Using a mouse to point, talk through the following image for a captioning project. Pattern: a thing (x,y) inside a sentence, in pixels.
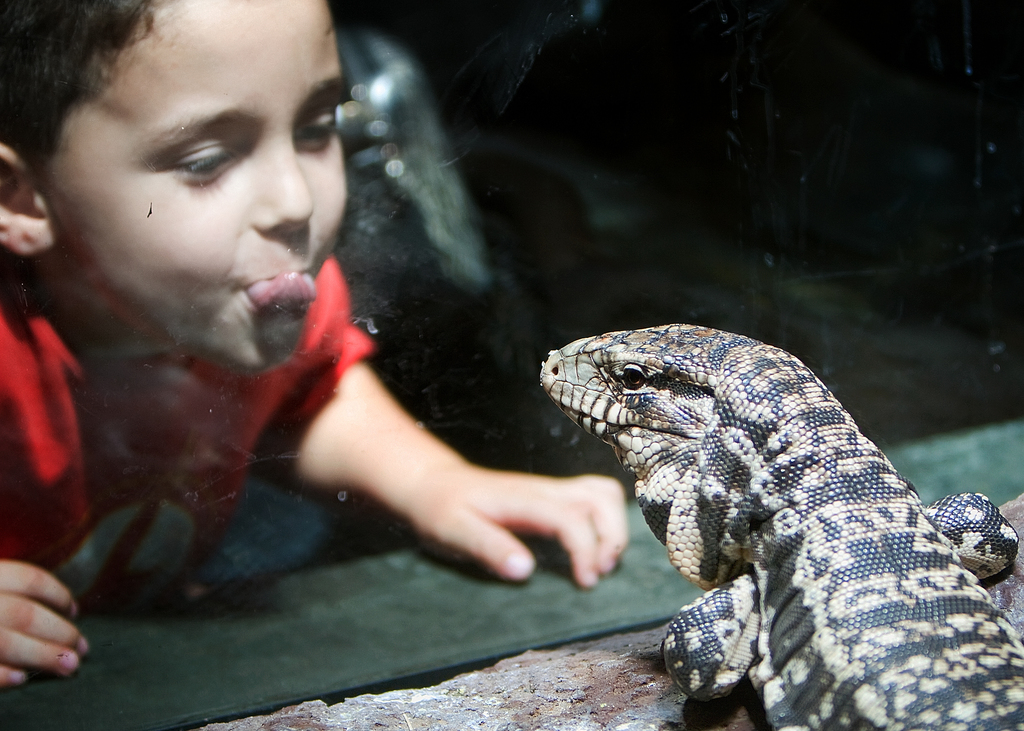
We can see reptile (691,436) on the surface (671,678), in front of this reptile (705,388) we can see glass (591,449), through this glass (599,144) we can see a boy (168,224) and it is dark.
